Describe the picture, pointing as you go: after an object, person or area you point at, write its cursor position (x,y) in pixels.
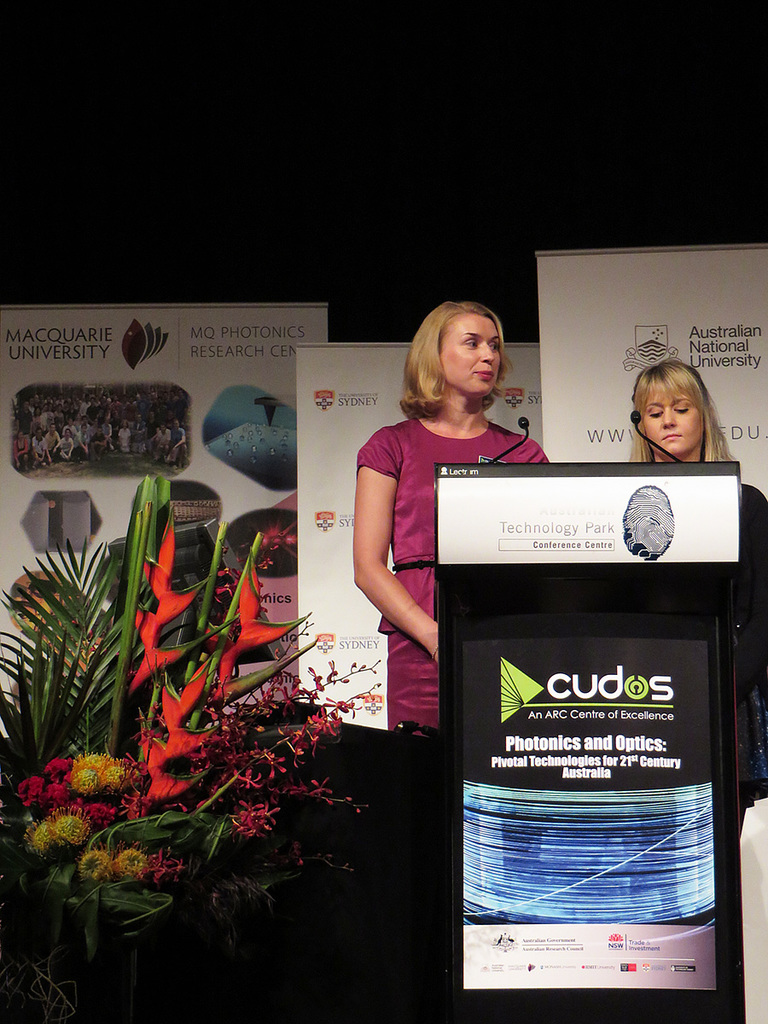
In this picture we can observe two women (428,432) standing near the podium (486,684). We can observe two mics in front of them. One of the woman (399,521) is wearing a pink color dress (411,492). We can observe bouquet (203,726) on the left side (147,774). In the background (153,392) there are some white color posters (549,334).
